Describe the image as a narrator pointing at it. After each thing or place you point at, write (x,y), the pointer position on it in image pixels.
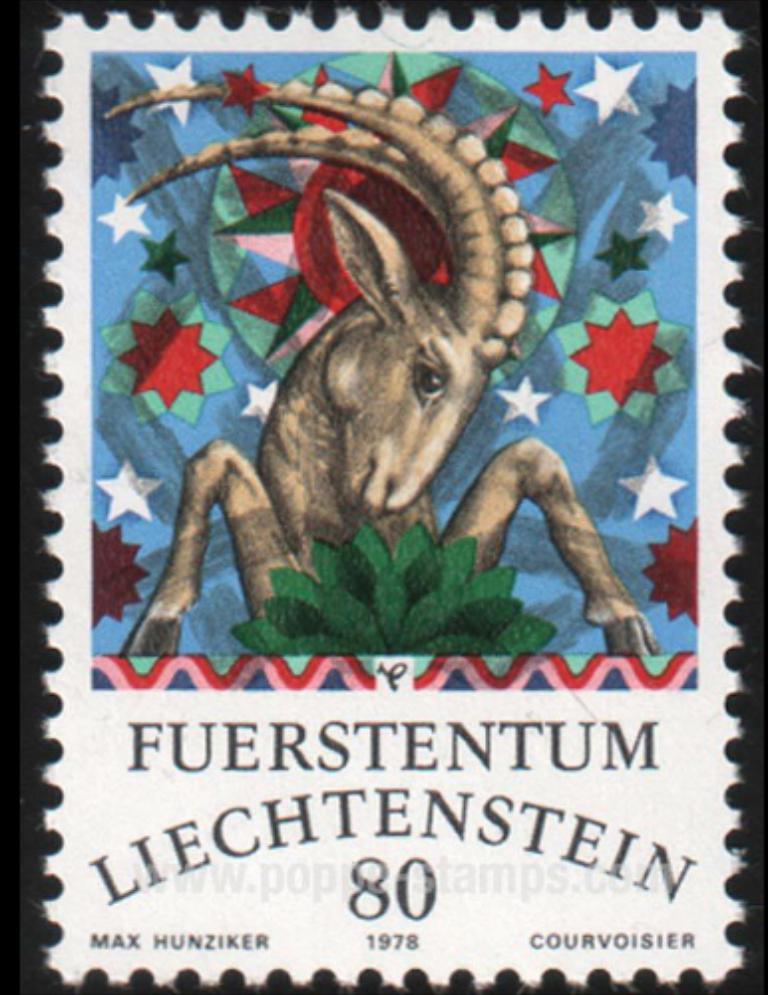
In this image we can see a stamp (463,531) and some text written on it.
